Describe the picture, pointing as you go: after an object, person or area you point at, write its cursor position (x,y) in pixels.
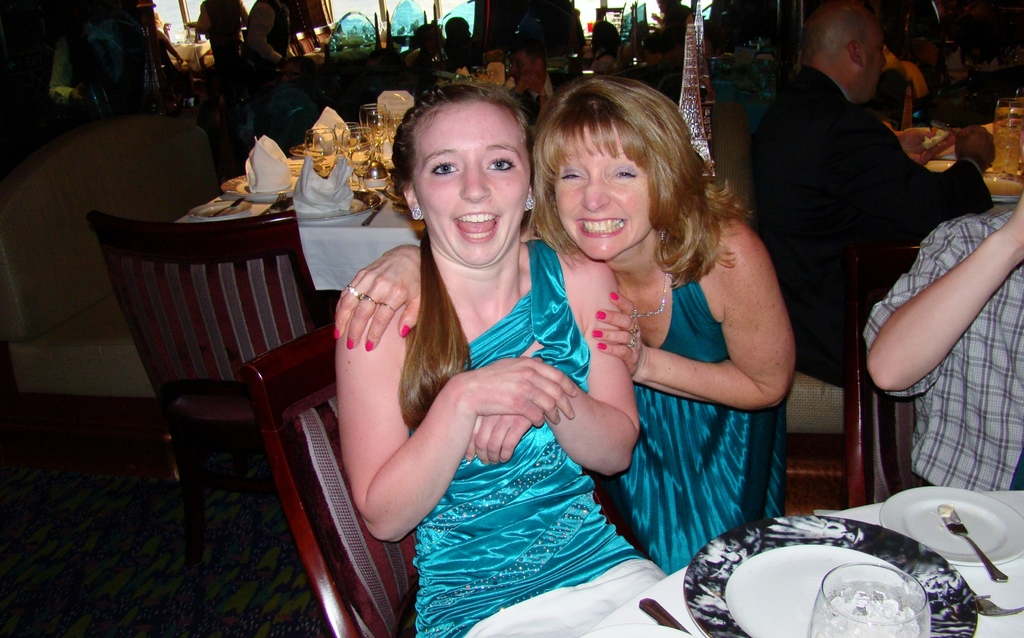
In this image I can see the group of people (567,145) sitting in front of the table (866,570). On the table (915,602) there is a glass (870,621), plate (995,521) and the knife (940,511) and fork (979,597).
